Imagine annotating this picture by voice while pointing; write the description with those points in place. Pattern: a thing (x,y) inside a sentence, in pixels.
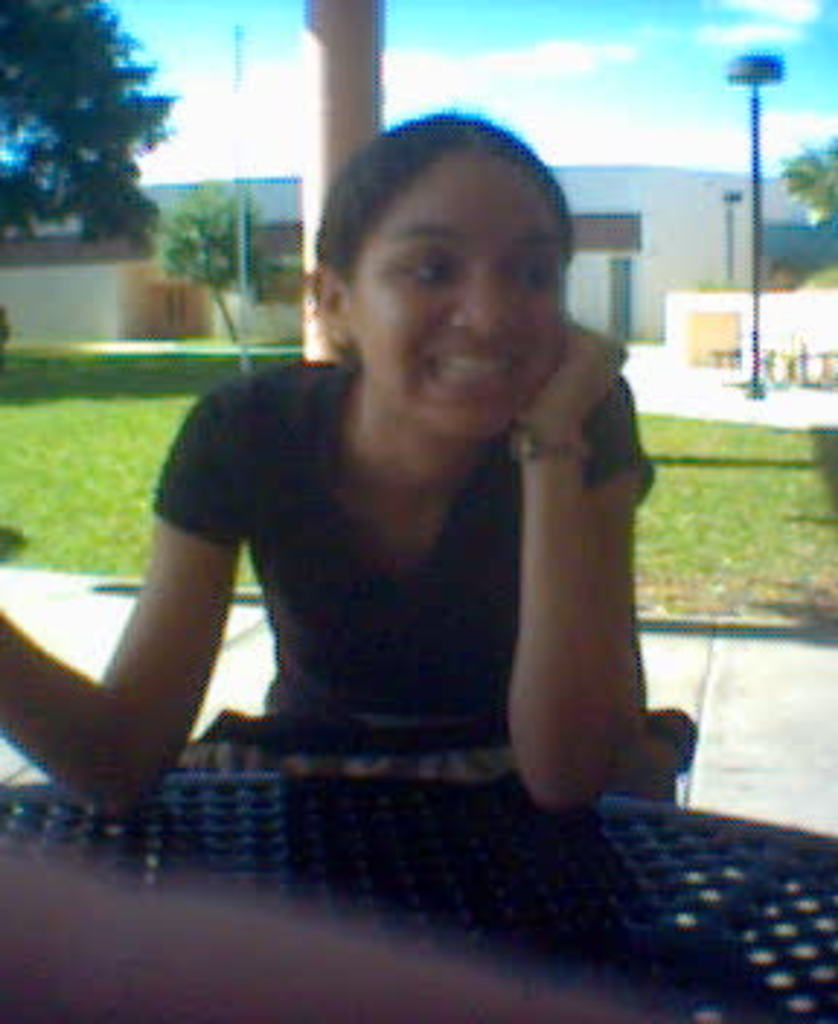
In the image we can see a woman (218,414) sitting, wearing clothes (432,590), wrist watch (562,451) and she is smiling. Behind her we can see a building (648,288), trees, pole (236,149), pillar (337,6), grass (721,559) and pale blue sky (456,70).
